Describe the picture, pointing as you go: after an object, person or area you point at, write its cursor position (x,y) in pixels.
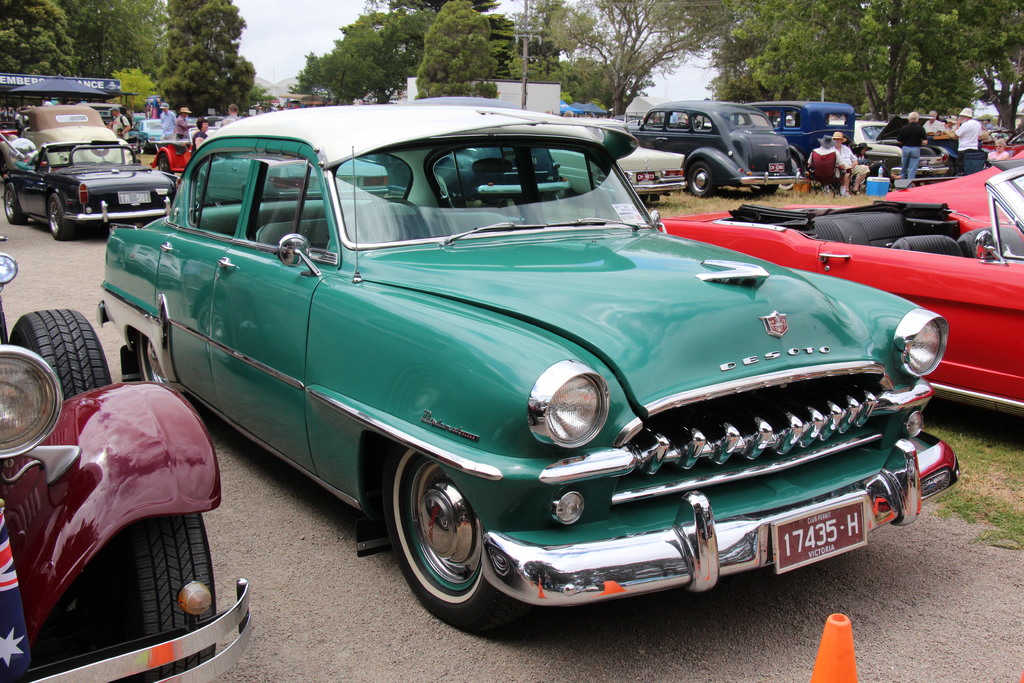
In this image there are so many cars (584,251) parked on the road (285,613). In the background (460,46) there are trees (199,14). There are few people (207,121) standing in between the cars (159,147). On the right side (811,157) there are few people (839,166) sitting in the chairs (816,166) which are on the ground (824,193). At the bottom (837,642) there is a safety cone (840,662).
